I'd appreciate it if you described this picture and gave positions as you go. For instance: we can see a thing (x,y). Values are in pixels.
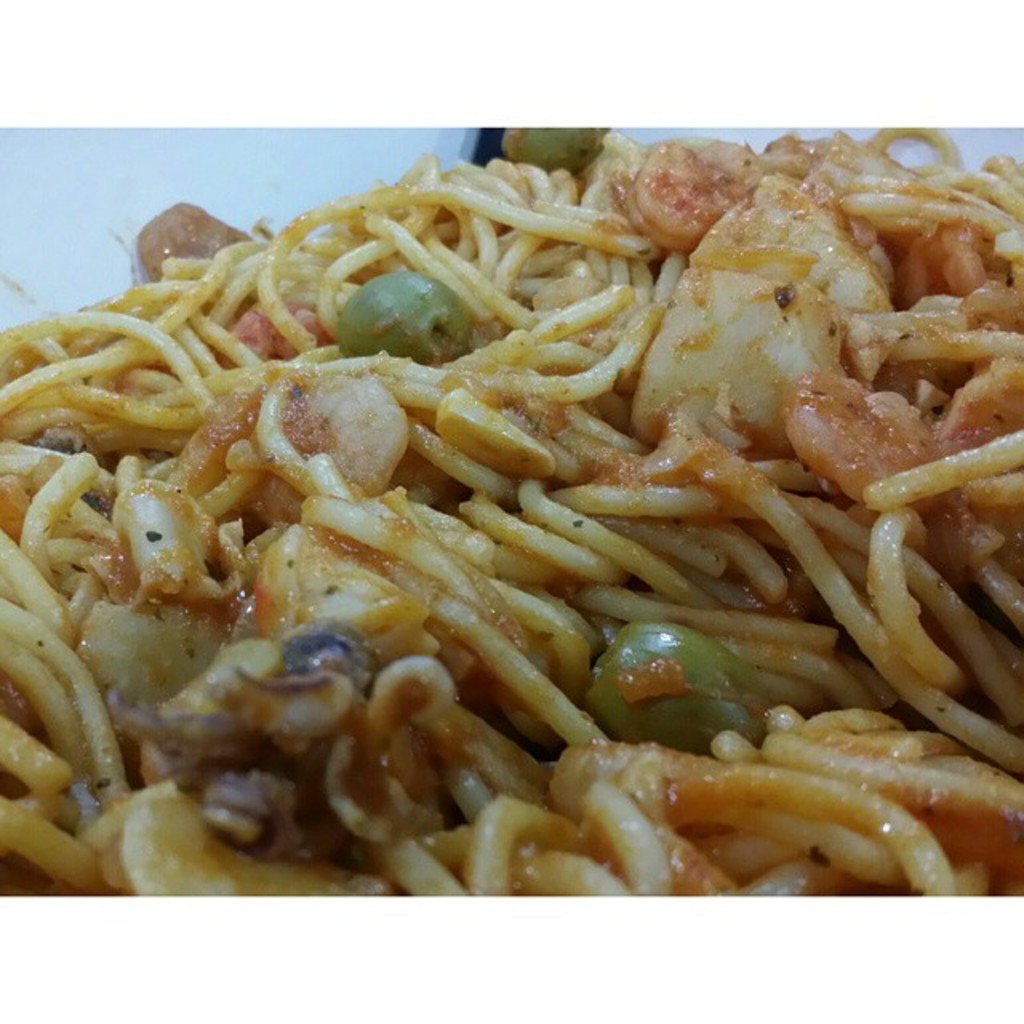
As we can see in the image there are noodles (259,377).
